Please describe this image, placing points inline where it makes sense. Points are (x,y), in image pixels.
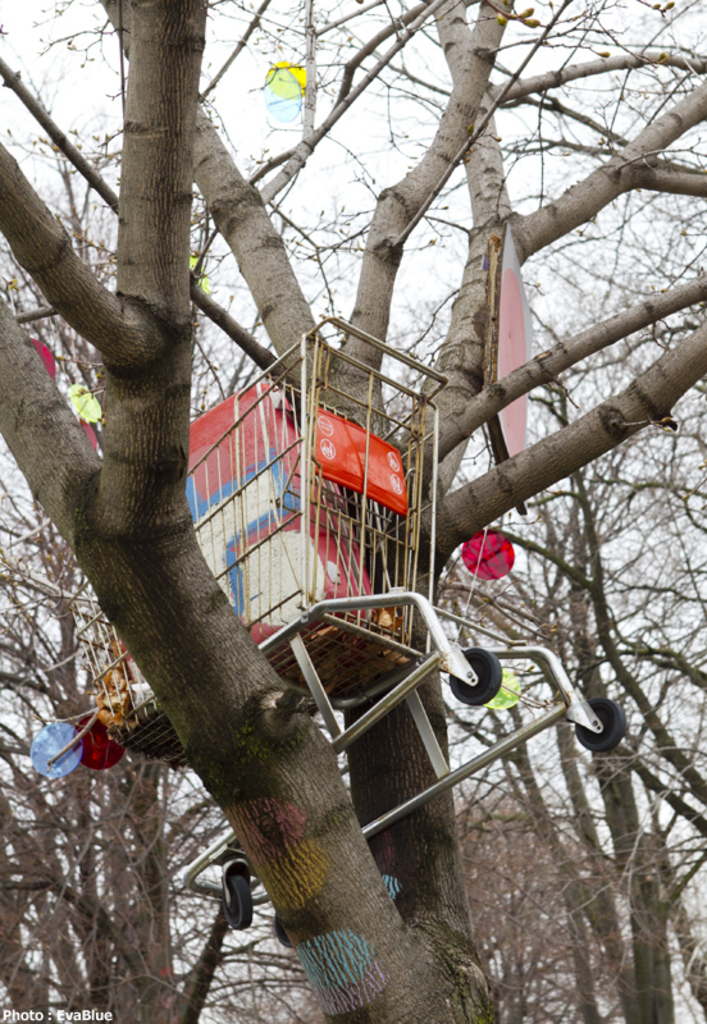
In this image there is a trolley (329,606) on the branch (352,784) of a tree (336,867), in the trolley (303,535) there are some objects (272,516), behind the tree (153,582) there are some other trees (7,874). At the bottom of the image (31,1011) there is some text (31,1011).
